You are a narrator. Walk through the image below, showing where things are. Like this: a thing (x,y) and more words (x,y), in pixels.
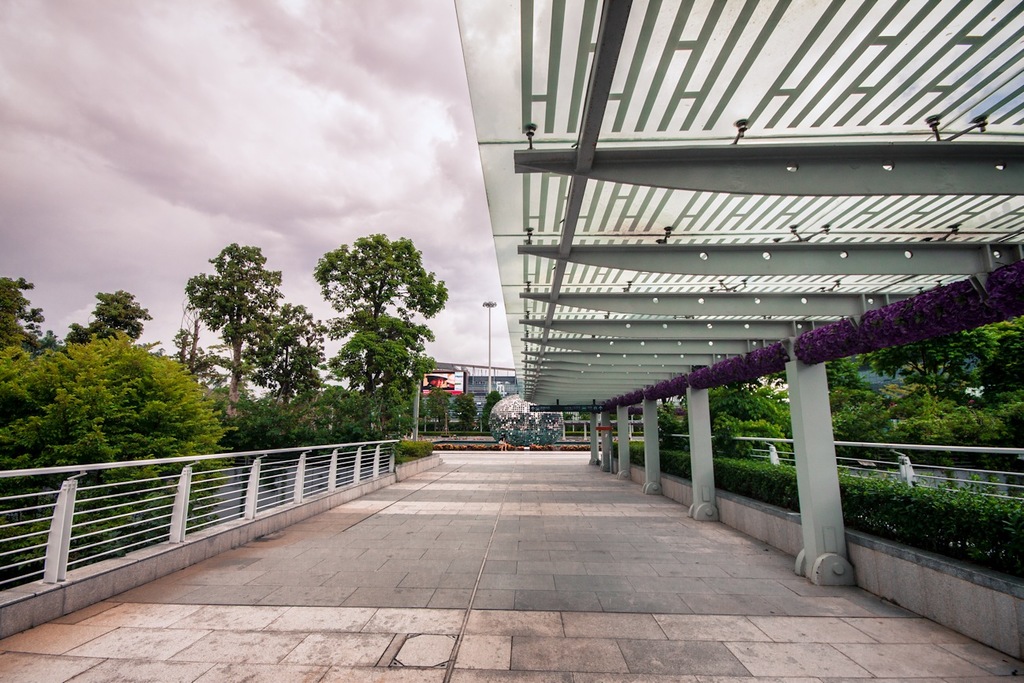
In this image, we can see trees (233,349), buildings (486,379), pole (490,352) and there is a hedge (903,506). At the bottom (387,614), we can see paving blocks (540,604).
